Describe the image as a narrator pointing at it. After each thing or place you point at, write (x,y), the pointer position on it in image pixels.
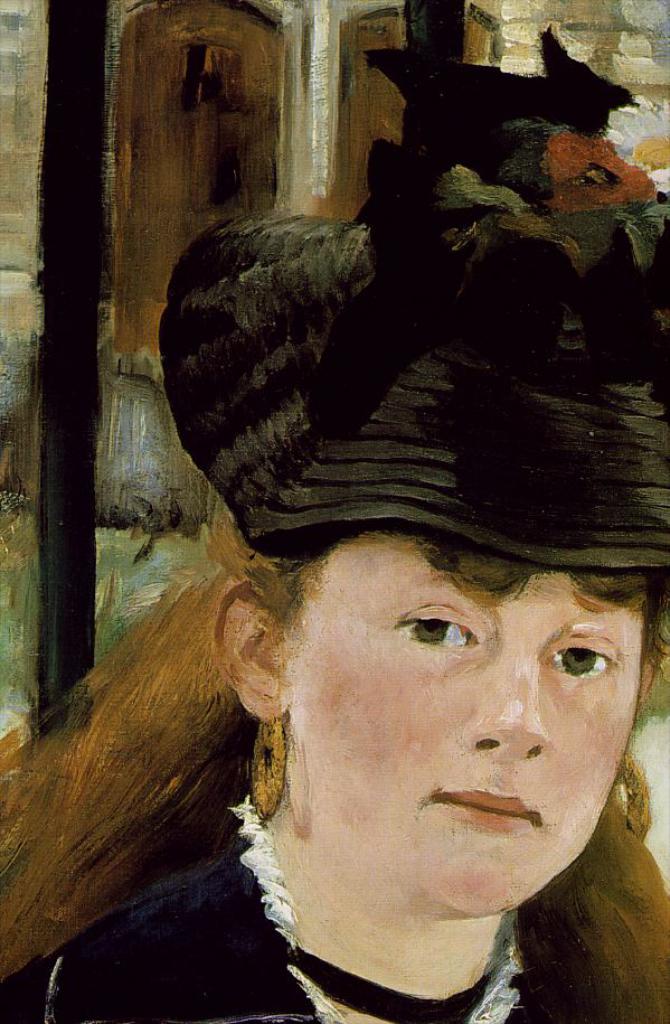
This is a painting of a lady (312,726) wearing earrings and a hat (445,355). On the hat (481,305) there are flowers (554,191).
